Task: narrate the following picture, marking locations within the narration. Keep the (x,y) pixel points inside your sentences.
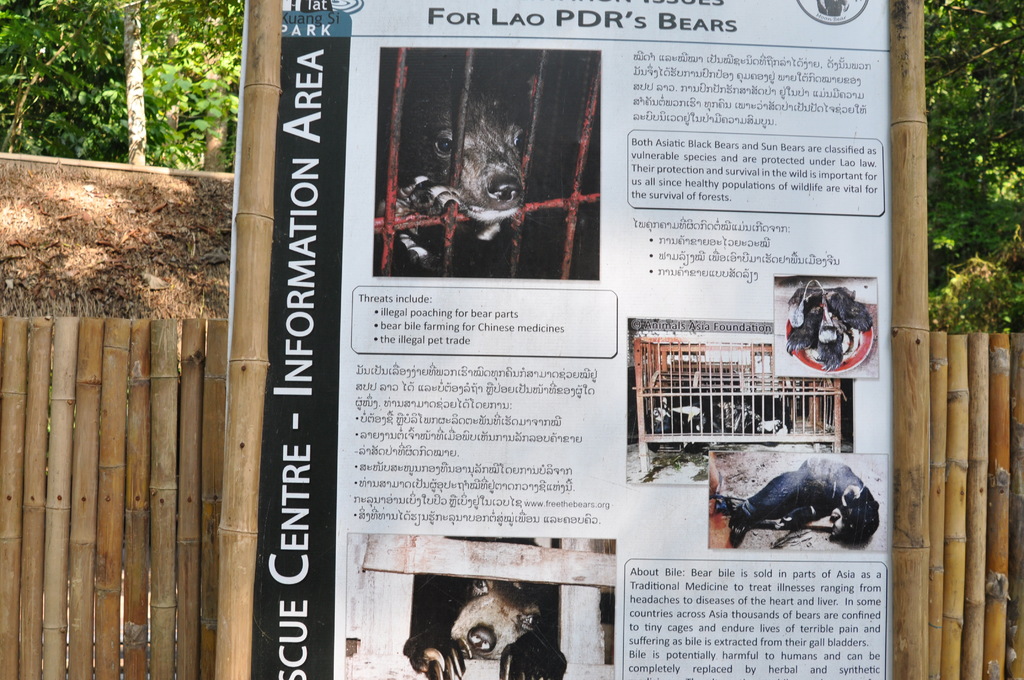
In the center of the image (418,412) we can see one banner (723,461) and a fence (219,414). On the banner (714,442), we can see the fences (696,388), animals (717,418) and some text (310,89). In the background (938,61) we can see trees (938,61), fence (101,425) and a few other objects (173,266).
